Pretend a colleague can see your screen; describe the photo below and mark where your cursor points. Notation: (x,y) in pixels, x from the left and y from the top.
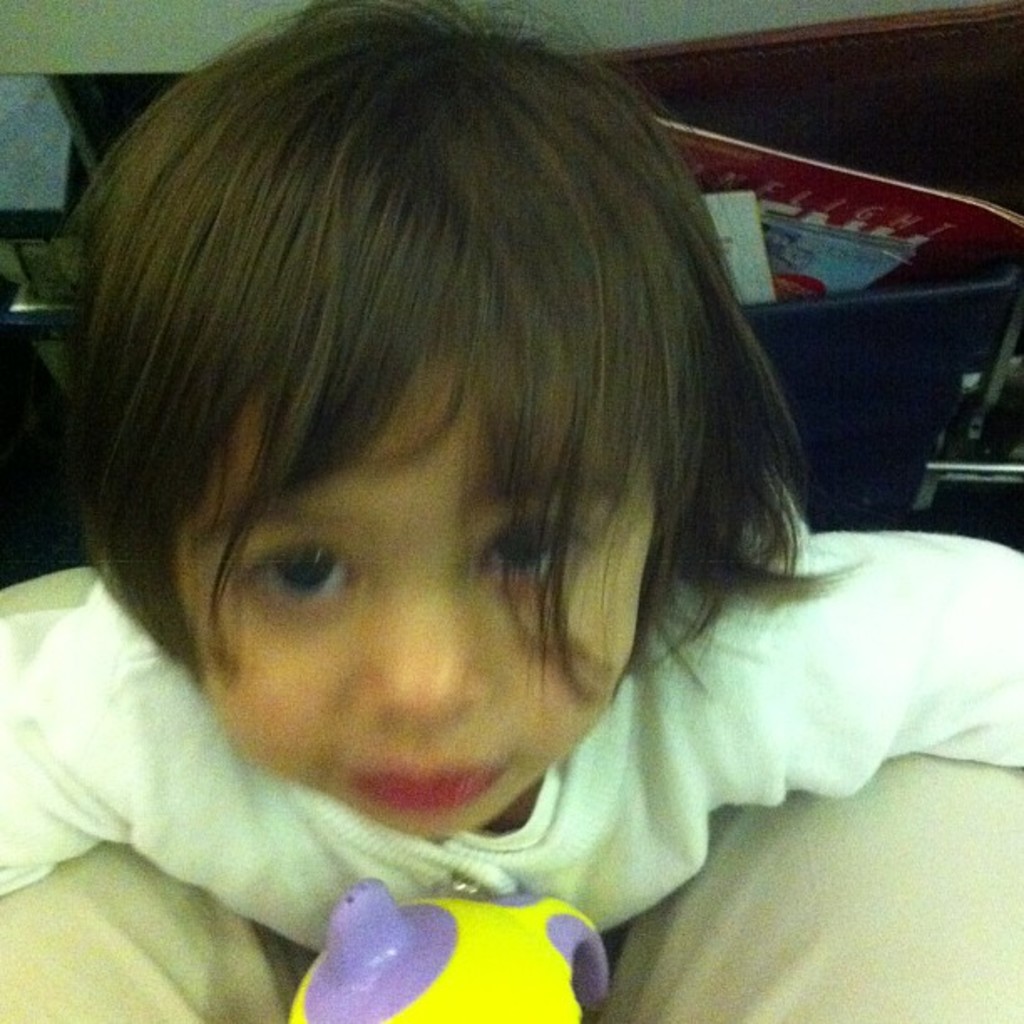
There is a girl (3,621), in front of this girl (278,887) we can see toy (538,909). In the background (742,223) we can see book (862,222) and few objects (20,306).
